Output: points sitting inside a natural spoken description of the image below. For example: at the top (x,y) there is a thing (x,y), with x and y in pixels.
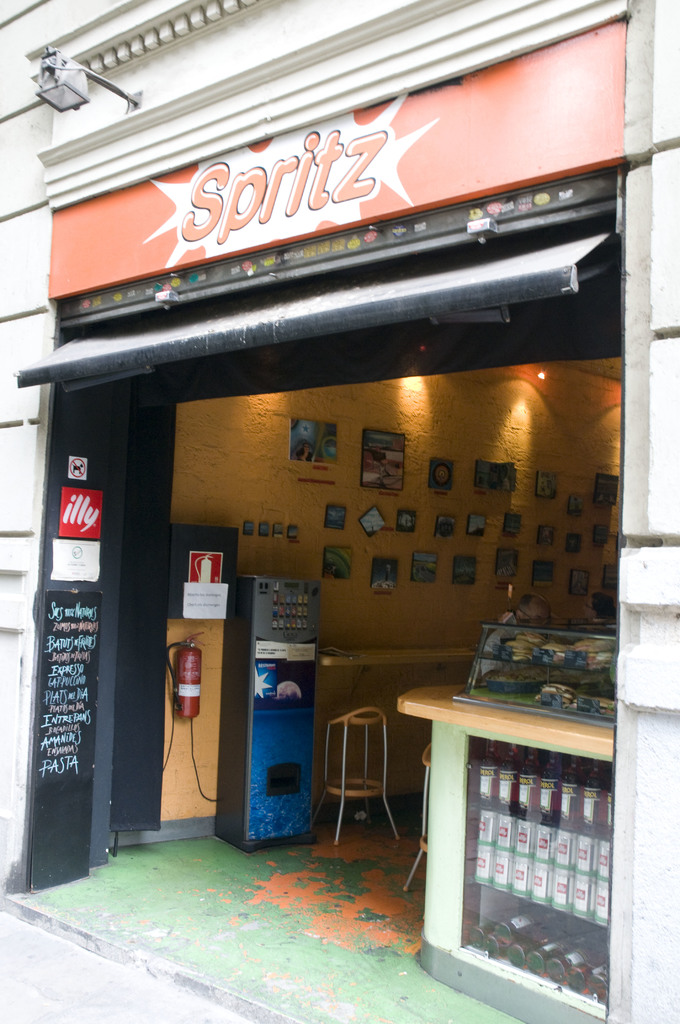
In this image we can see a building (611,334) with signboard (346,180), light (88,74). To the left side of the image (78,773) we can see a board (80,747) with text (81,669), fire extinguisher (174,709). To the right side of the image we can see a table (510,809) with some bottles (576,858). In the background (282,641), we can see a machine (281,844) on ground (400,877), chairs (416,865), photo frames (415,556) on the wall (353,532) and some lights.
